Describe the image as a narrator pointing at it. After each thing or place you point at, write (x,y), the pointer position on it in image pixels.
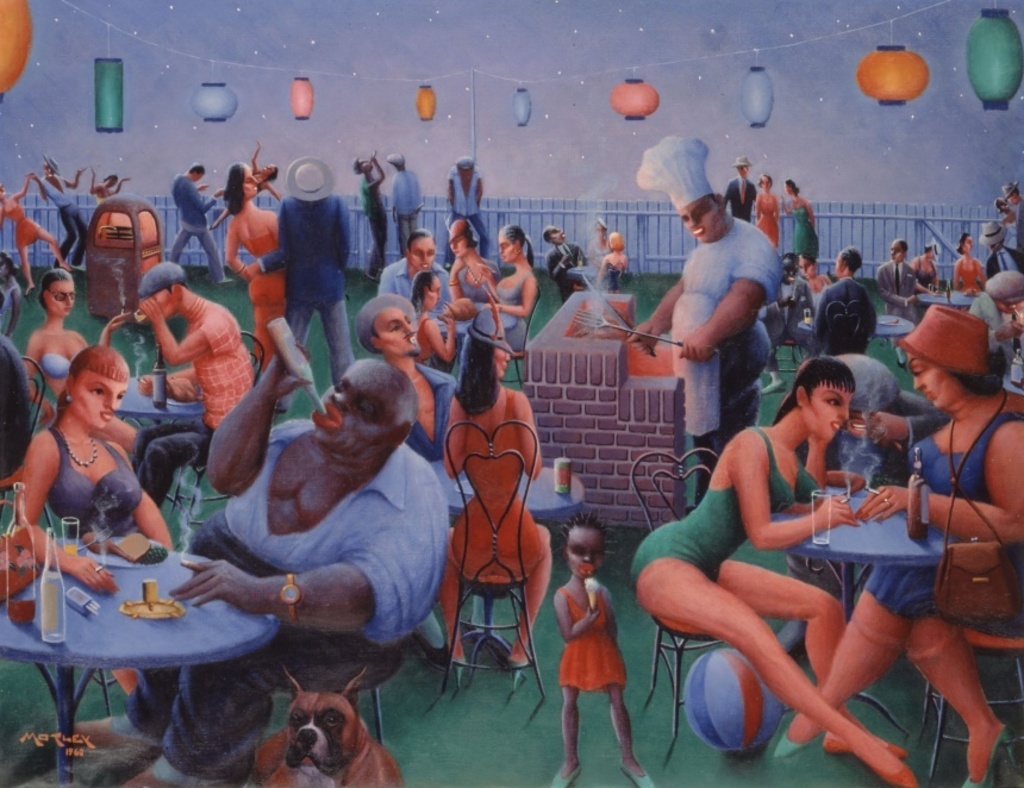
In this image I can see an art in which I can see number of persons (326,511) are sitting on chairs (516,539) in front of the tables (193,641) and on the tables (117,625) I can see few bottles (58,588), few glasses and few other objects (155,546). I can see a child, a dog (353,734) and a ball (725,672) on the ground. In the background (577,225) I can see the railing (535,229), few decorative lanterns (311,102) hanged to the rope (550,80) and the sky (453,95).
